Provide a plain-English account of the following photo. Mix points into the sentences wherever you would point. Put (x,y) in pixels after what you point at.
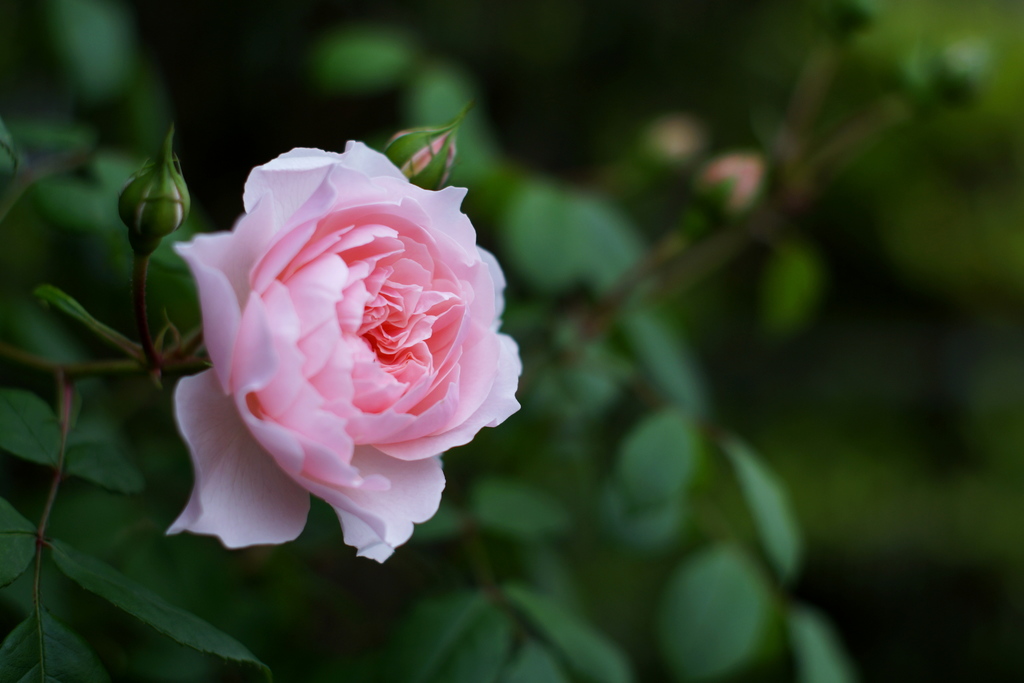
On the left side of this image (119,365) I can see a plant (119,365) along with the flower (355,274) and few buds (437,159). The background (656,371) is blurred.
